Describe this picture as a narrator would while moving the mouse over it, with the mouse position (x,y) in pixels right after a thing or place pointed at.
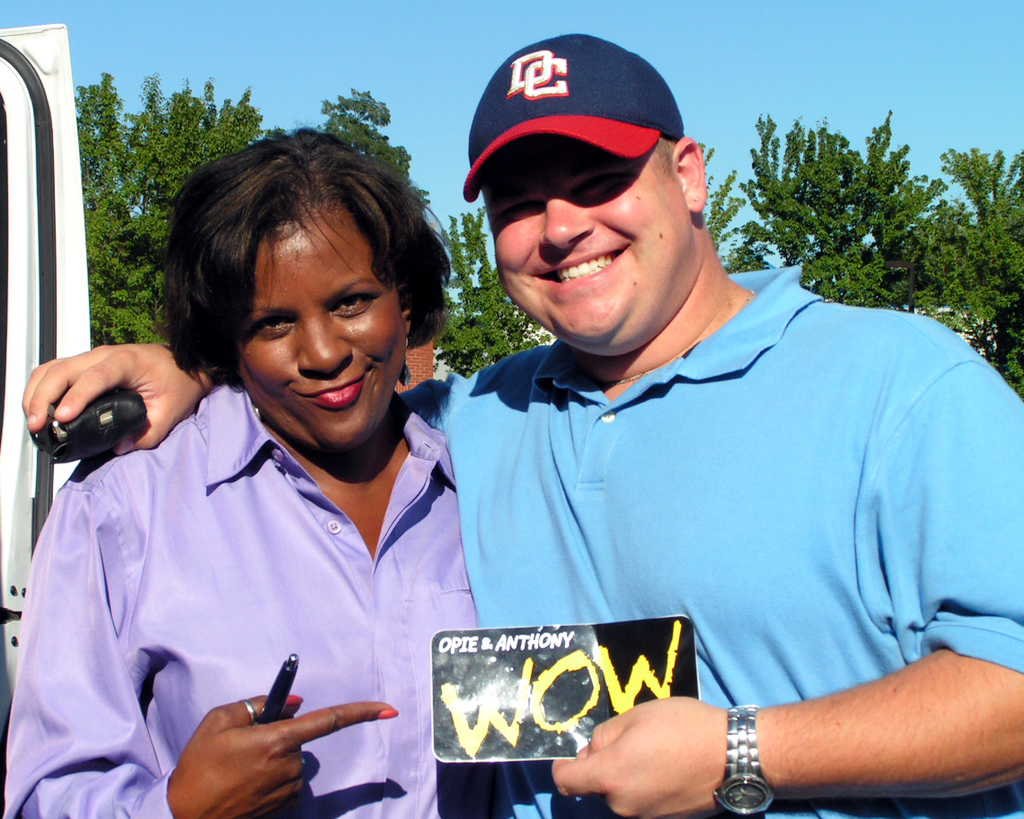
In the background (990,71) we can see the sky (990,71) and trees (834,164). In this picture we can see a man (530,429) and a woman (383,465). They both are smiling. We can see a man (790,743) is holding an object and a card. We can see some information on the card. We can see a woman (238,391) is holding a pen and pointing her finger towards a card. On the left side of the picture (75,109) we can see an object (53,124) and it looks like the door (82,208) of a vehicle (23,256).
